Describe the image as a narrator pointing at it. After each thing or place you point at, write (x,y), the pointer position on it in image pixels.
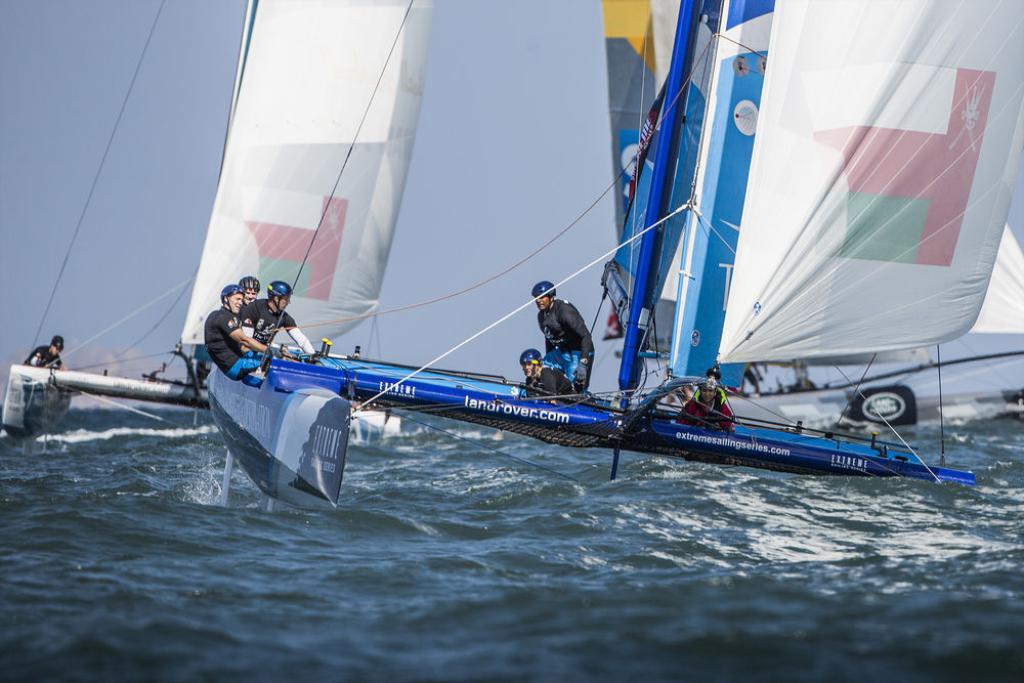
In this picture I can see few boats (372,419) on the water (332,556) and on the boats (619,354), I can see few people (581,344). In the background (448,269) I can see the sky (387,277) and I can also see the clothes (382,27) tied to the boats (760,399).
